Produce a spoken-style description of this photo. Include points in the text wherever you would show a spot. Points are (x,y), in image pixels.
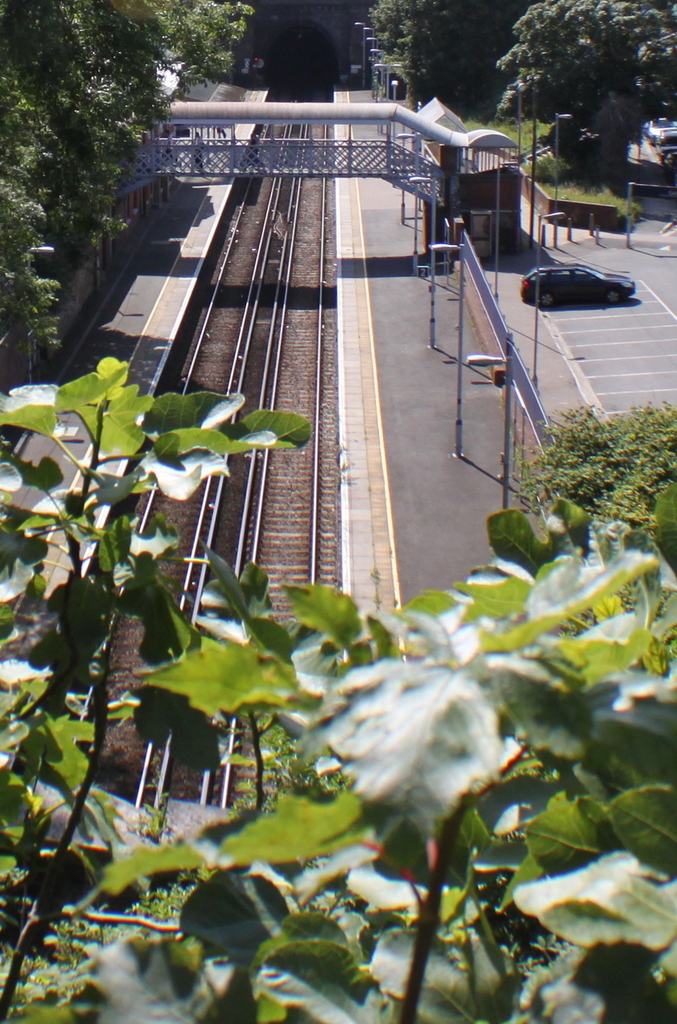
In this image in the front (397,669) there are leaves (388,715). In the center (273,347) there are railway tracks (273,337). On the right side (530,290) there is a car (555,291) on the road (564,305). In the background (292,148) there is a foot over bridge (266,147) and there are trees (570,92) and on the right side (488,315) there is a fence (496,313) and there are poles (507,430).
